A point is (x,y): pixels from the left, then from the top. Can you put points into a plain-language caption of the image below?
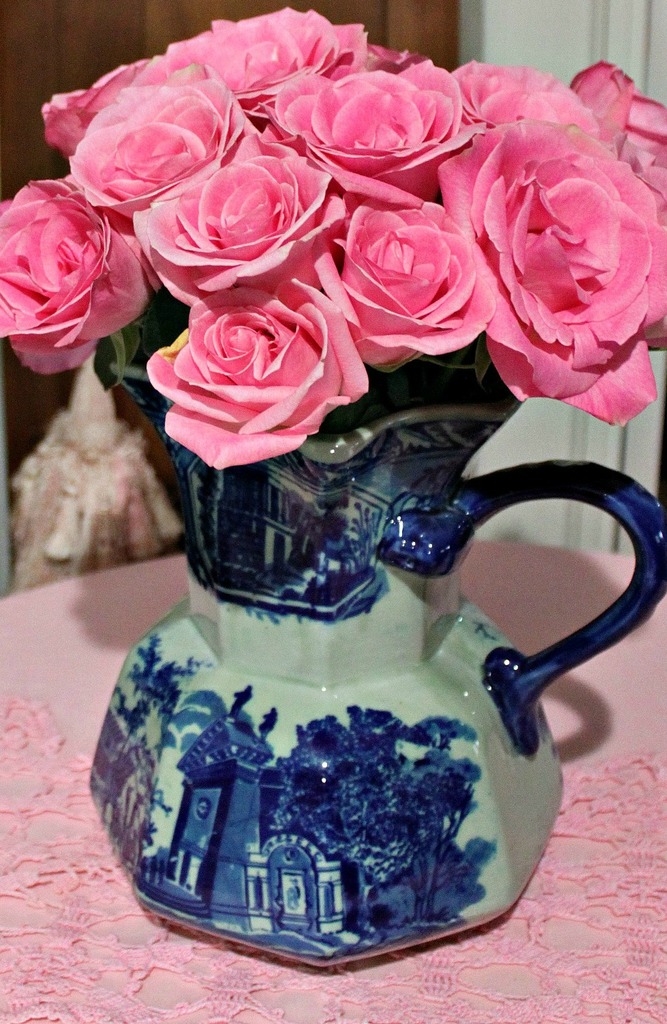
In this image we can see some rose flowers (348,270) in a flower pot (443,667) which is placed on the table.
